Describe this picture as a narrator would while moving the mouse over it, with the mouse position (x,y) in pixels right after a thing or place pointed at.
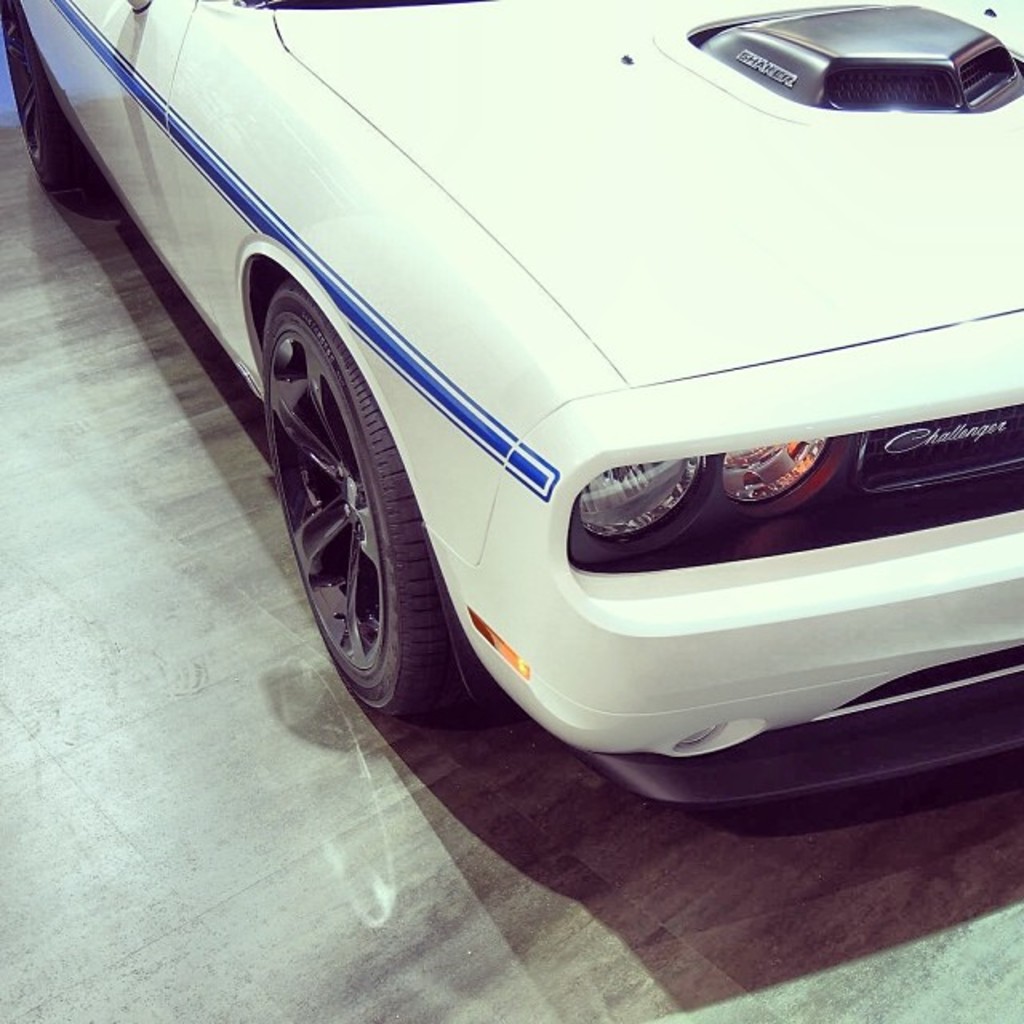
In this image, I can see a car (689,492), which is white in color. These are the wheels (334,499), headlights (658,510), bonnet (813,260), bumper (853,648) and few other objects (275,226) are attached to a car (220,208). This is the floor (199,799).
